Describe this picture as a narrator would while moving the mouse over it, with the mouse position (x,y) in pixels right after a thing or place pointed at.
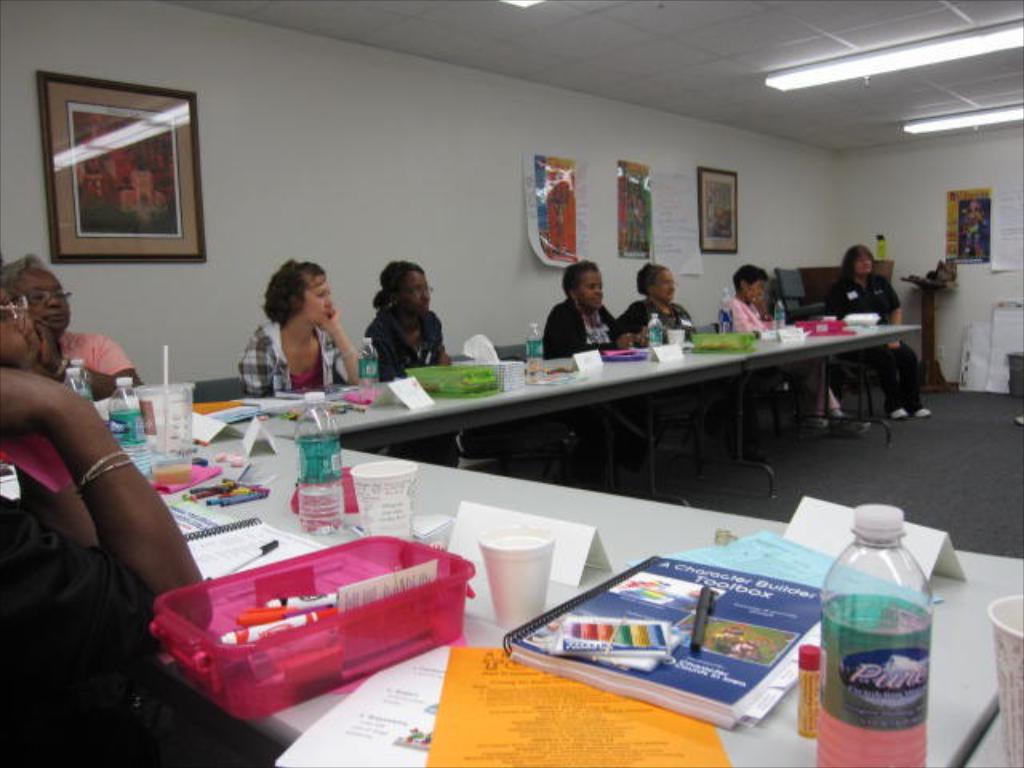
In this image we can see the people (562,335) sitting on the chairs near the table (442,472). On the table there are books (784,606), bottles (864,611), papers (366,592), cups (367,474), pens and few objects (705,341). On the right side (980,350), we can see the board (982,363), stand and a few objects (967,354). In the background (658,208) there are photo frames (723,208) and banners (623,231) attached to the wall (959,342).
